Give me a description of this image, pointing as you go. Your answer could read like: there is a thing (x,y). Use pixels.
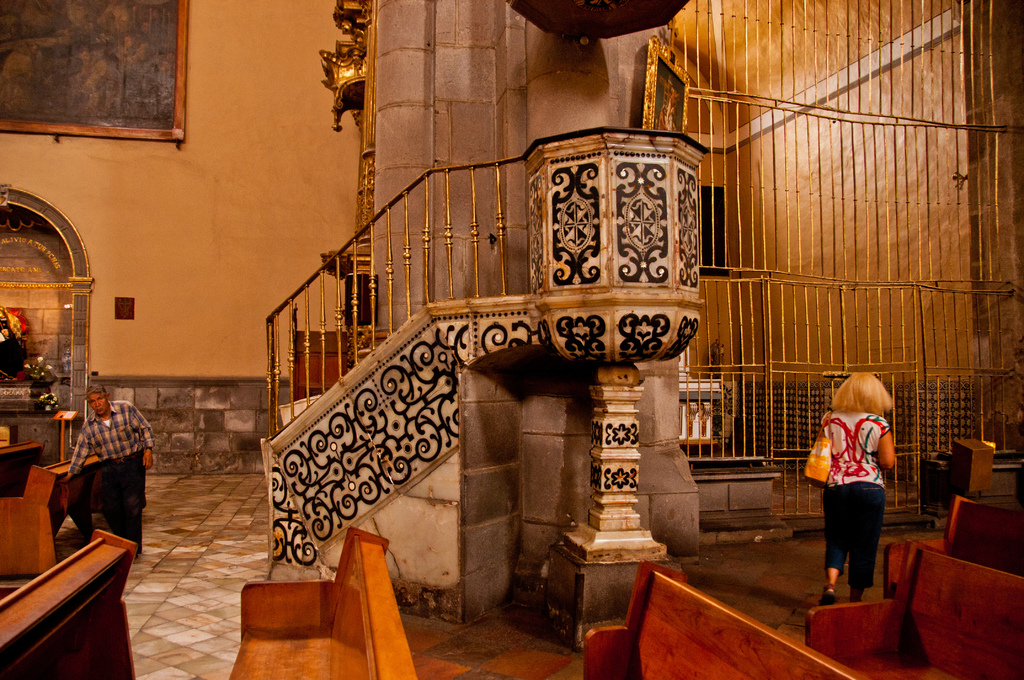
In this image I can see two persons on the floor (731,574), benches (642,577), pillar (600,506), staircase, wall painting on a wall (343,178), speakers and some objects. This image is taken may be in a church (302,384).
